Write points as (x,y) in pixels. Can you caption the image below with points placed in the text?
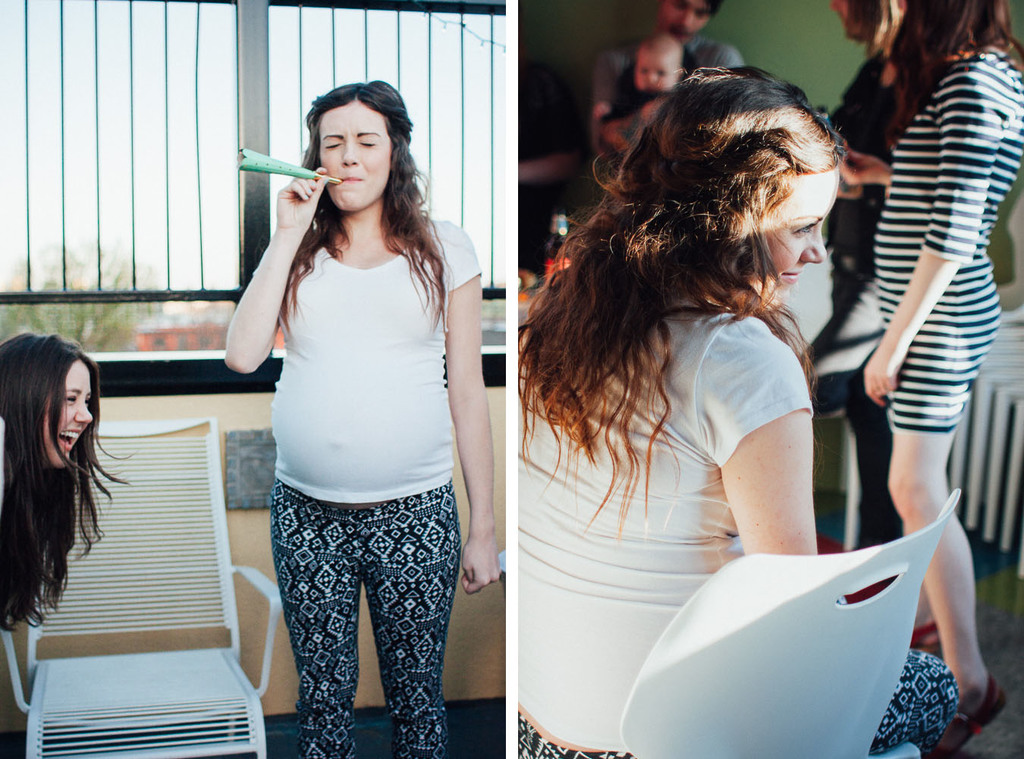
In the picture we can see two images, in the first image we can see a woman (378,553) standing and blowing a party horn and keeping in her mouth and beside her we can see a chair (183,613) and beside it, we can see another woman (10,560) bending and laughing and in the second image we can see a woman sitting on the chair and she is in white T-shirt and she is smiling and behind her we can see some people (986,106) are standing.
